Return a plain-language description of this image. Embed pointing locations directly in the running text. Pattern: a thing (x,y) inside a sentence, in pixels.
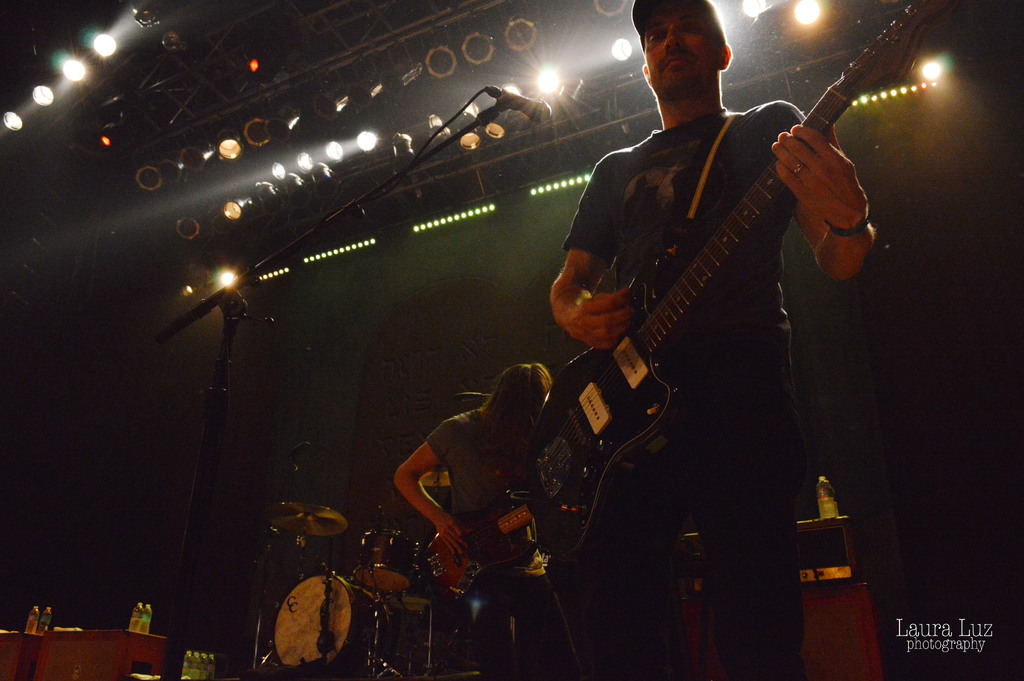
Here we can see a person (722,458) playing a guitar (660,322) with a microphone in front of him and behind him we can see a person (495,425) playing guitar (487,545) and behind them we can see drums (284,658) and bottles (204,655) are also placed on table (115,646) and above them we can see lights (424,70).
